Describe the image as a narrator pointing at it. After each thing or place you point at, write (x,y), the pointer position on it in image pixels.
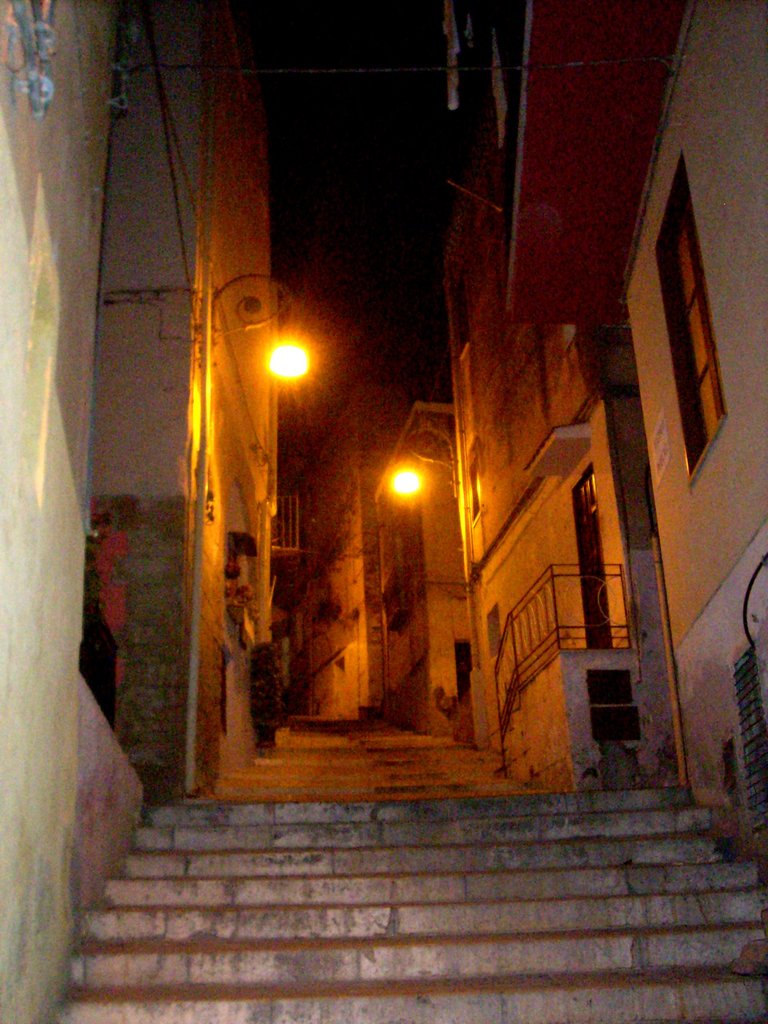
In this image we can see some buildings (415,414), one staircase (339,864) middle of the buildings (339,685), two balconies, some objects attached to the wall (426,507), some wires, two pipes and two lights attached to the wall (513,331).
